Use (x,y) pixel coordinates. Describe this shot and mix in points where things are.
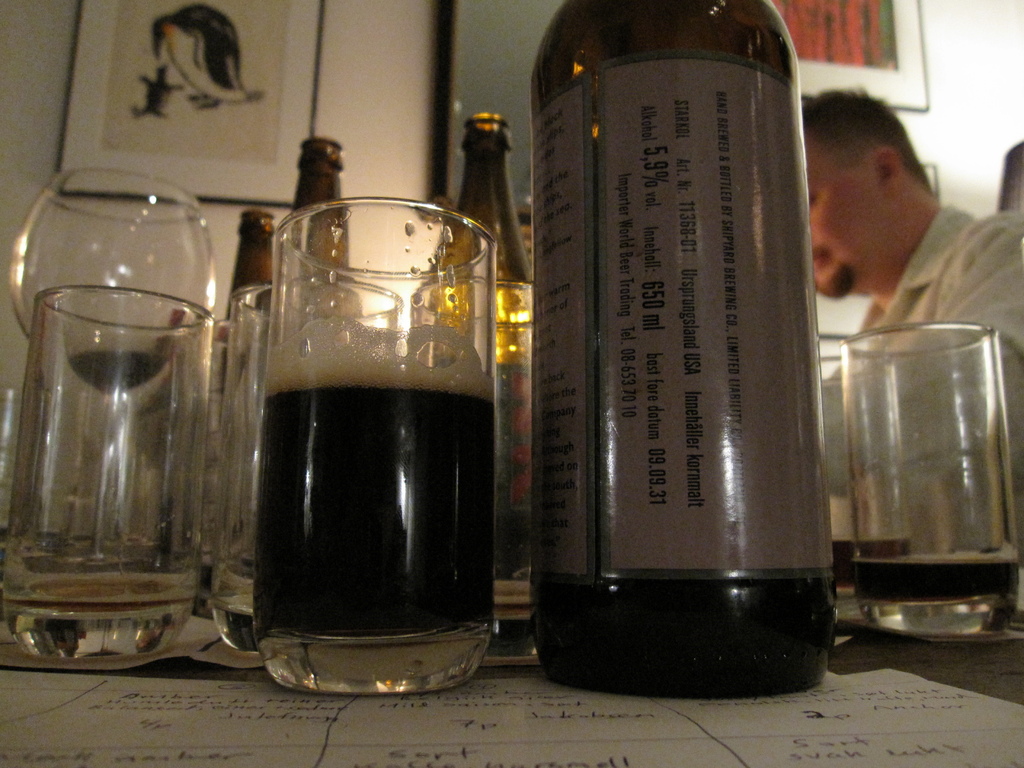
on a table (847,711) there are glass bottles (654,17) and glasses (394,437). at the right (906,252) a person (906,277) wearing a white shirt (973,279) is sitting. behind them there is a white wall (379,80) on which there are photo frames (840,59).
